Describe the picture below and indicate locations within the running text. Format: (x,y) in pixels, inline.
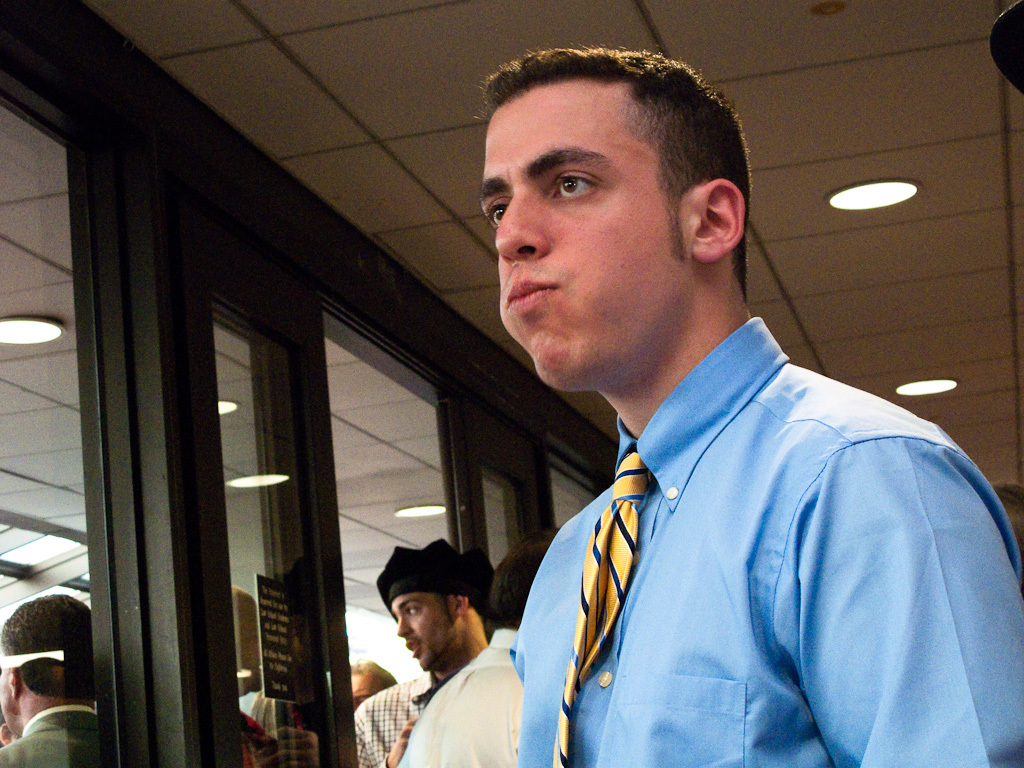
In this picture I can observe a man (544,150) wearing a blue color shirt (554,693) and a tie (617,537). In the background (462,686) there are some people (372,710) standing. On the left side (167,492) there is a door (185,411). There are some lights (847,207) in the ceiling (901,346).
